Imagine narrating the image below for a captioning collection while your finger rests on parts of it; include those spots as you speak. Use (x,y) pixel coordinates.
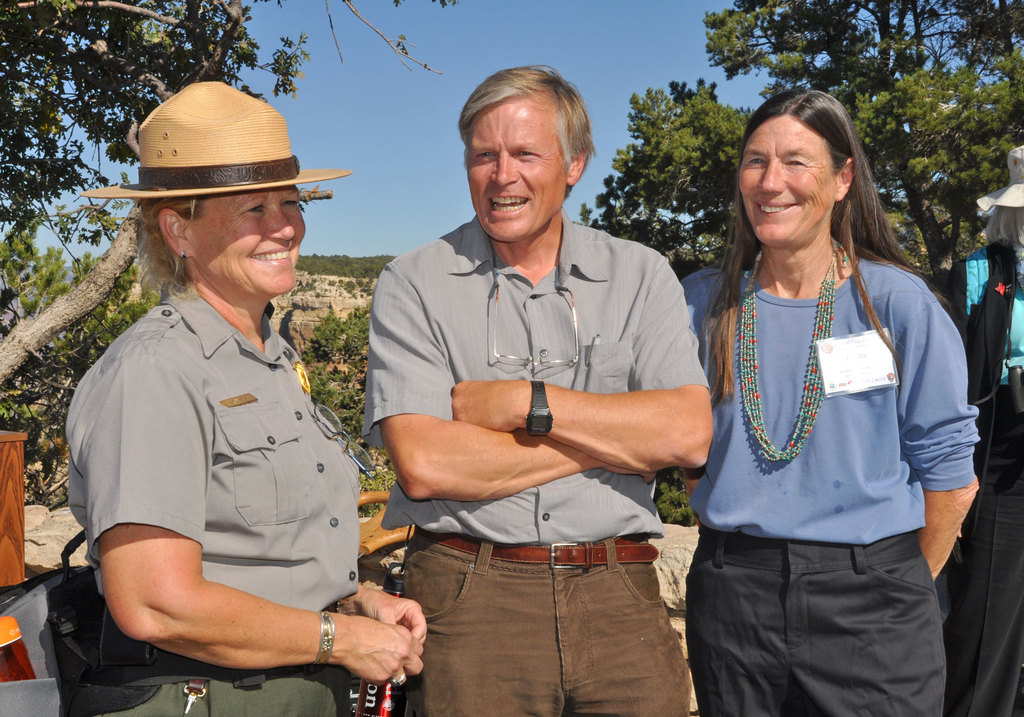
In the image there is a lady (145,571) on the left side (145,571) is standing and she kept her hat (198,150) on her head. On the right side of the image (888,444) there is a lady (823,339) with chain (749,396) is standing and there is a paper badge (881,357) to her t-shirt (861,327). In between them there is a man (480,520) standing. Behind them there are many trees (870,75). And also there are few objects (5,488) in the background (957,276).
